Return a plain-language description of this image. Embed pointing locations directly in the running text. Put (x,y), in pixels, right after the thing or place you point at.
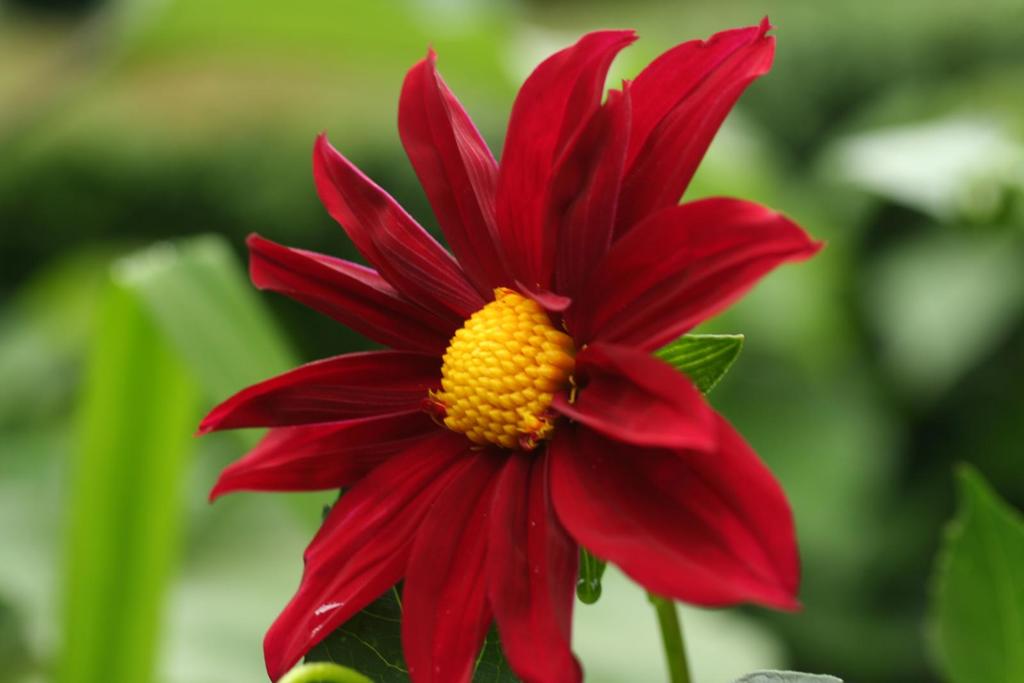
In the center of the image (507,361) there is a flower (513,427) which is in red color and there are leaves (940,572).
